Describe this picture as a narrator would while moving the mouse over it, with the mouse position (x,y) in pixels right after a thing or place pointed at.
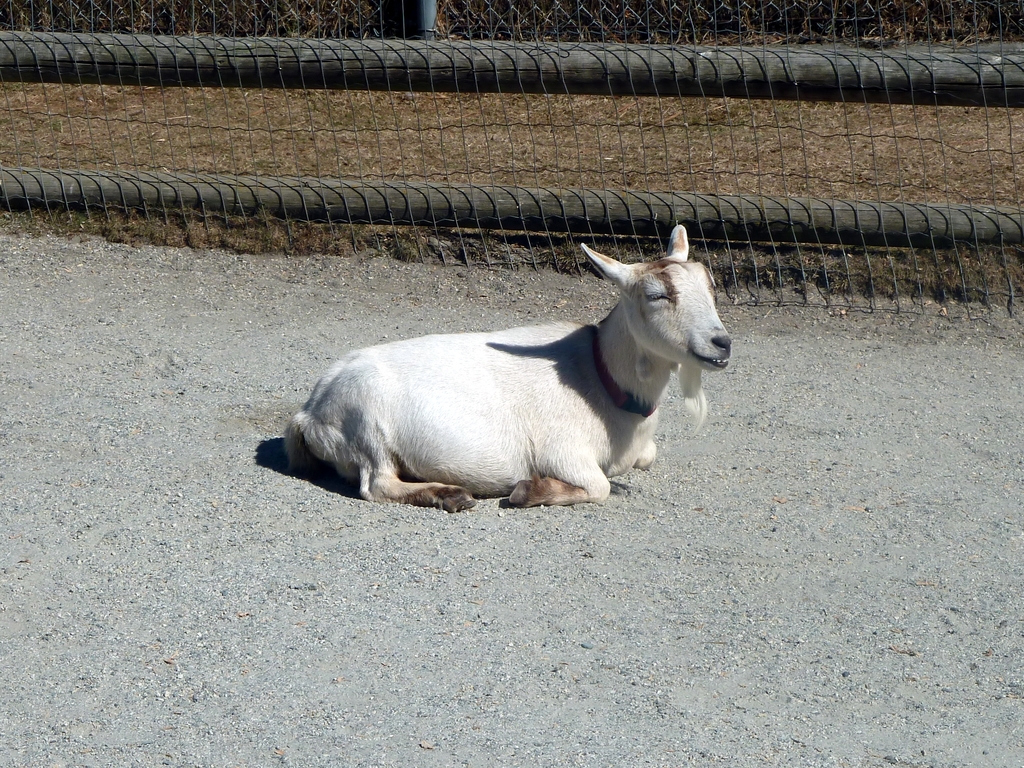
In this image we can see an animal (391,405) on the ground (724,389), there is a fencing (671,6), and wooden poles (877,93).
